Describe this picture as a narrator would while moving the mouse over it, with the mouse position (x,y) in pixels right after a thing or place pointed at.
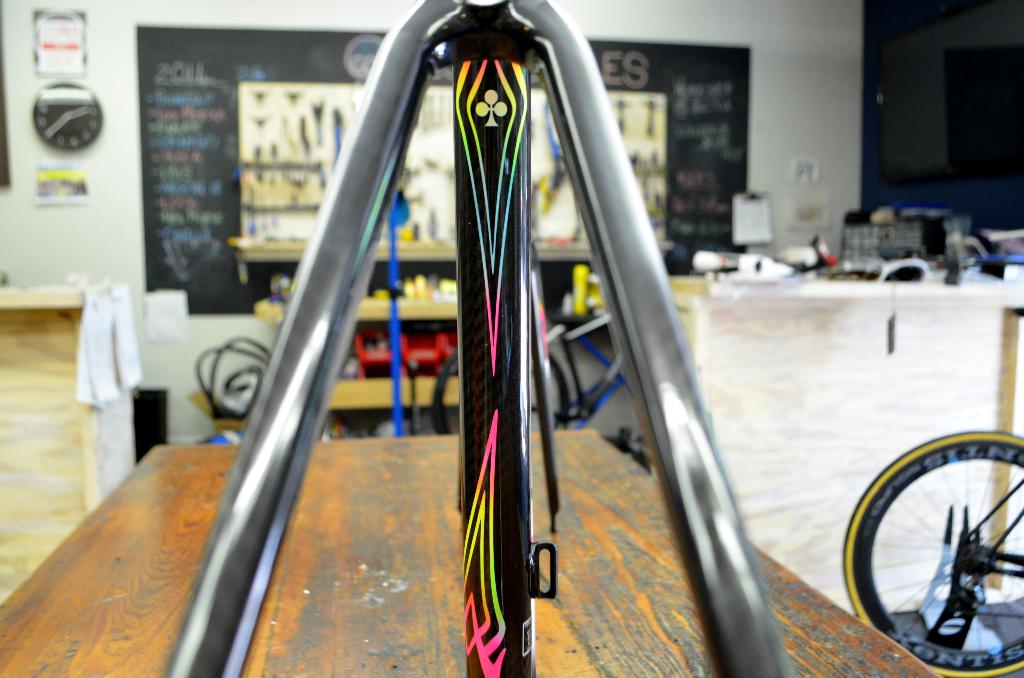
In this image we can see some bicycles (479,377), some other things (779,377) and in the background of the image (793,121) there is a wall (289,10) to which clock (86,133) and some pictures (67,20) are attached.
